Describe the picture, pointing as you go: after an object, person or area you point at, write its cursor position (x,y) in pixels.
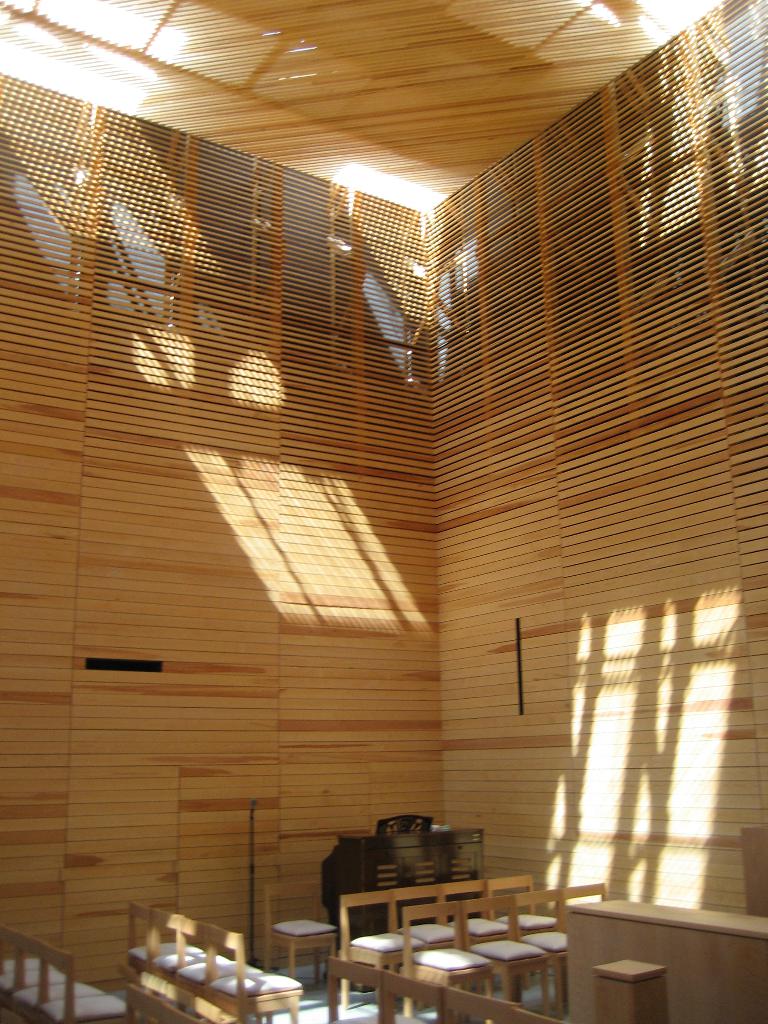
In the given image i can see a chairs (544,937), wooden drawer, table (688,938) and wooden background (255,381).
